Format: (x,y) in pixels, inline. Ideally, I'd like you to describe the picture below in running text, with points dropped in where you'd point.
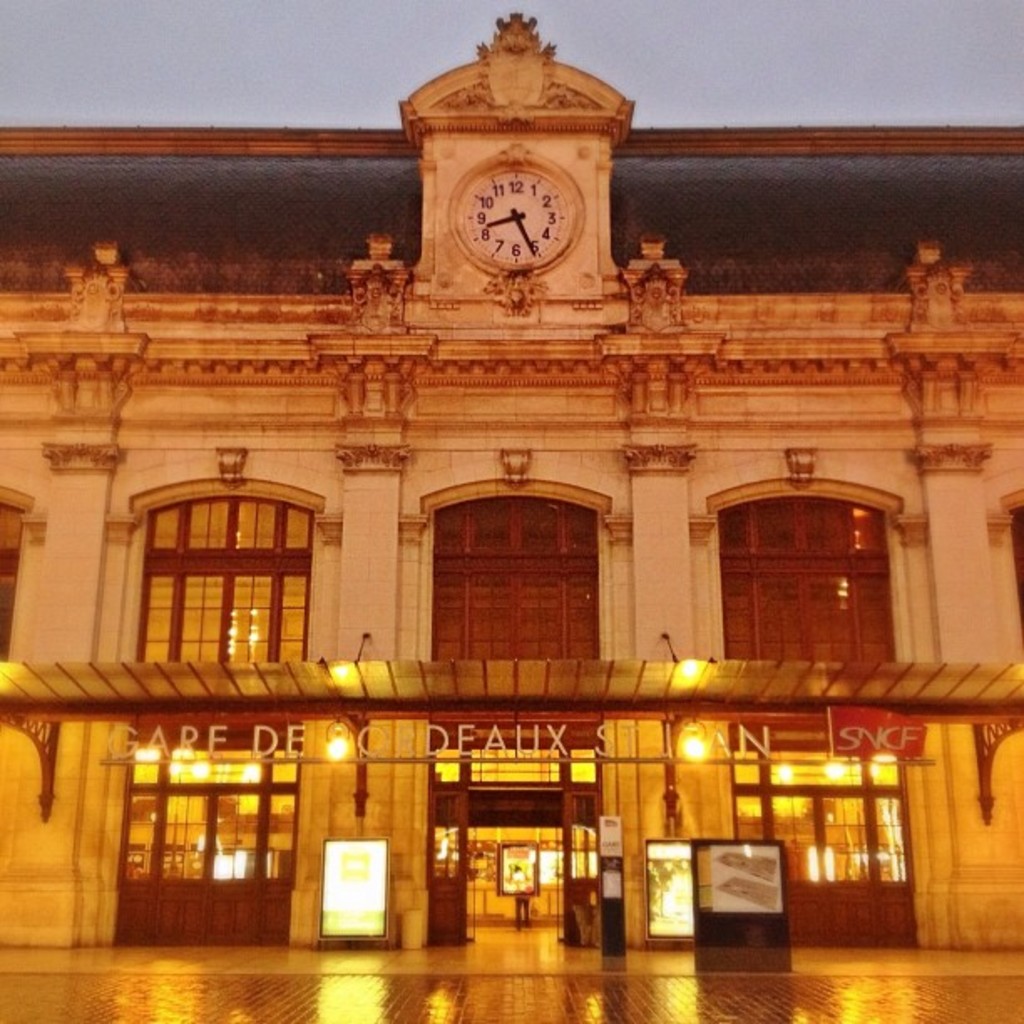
In the image there is a building (331,329) in the back (415,590) with many windows (244,841) and doors (877,893) and there is a clock (522,212) above it, over the top its sky (638,28).
